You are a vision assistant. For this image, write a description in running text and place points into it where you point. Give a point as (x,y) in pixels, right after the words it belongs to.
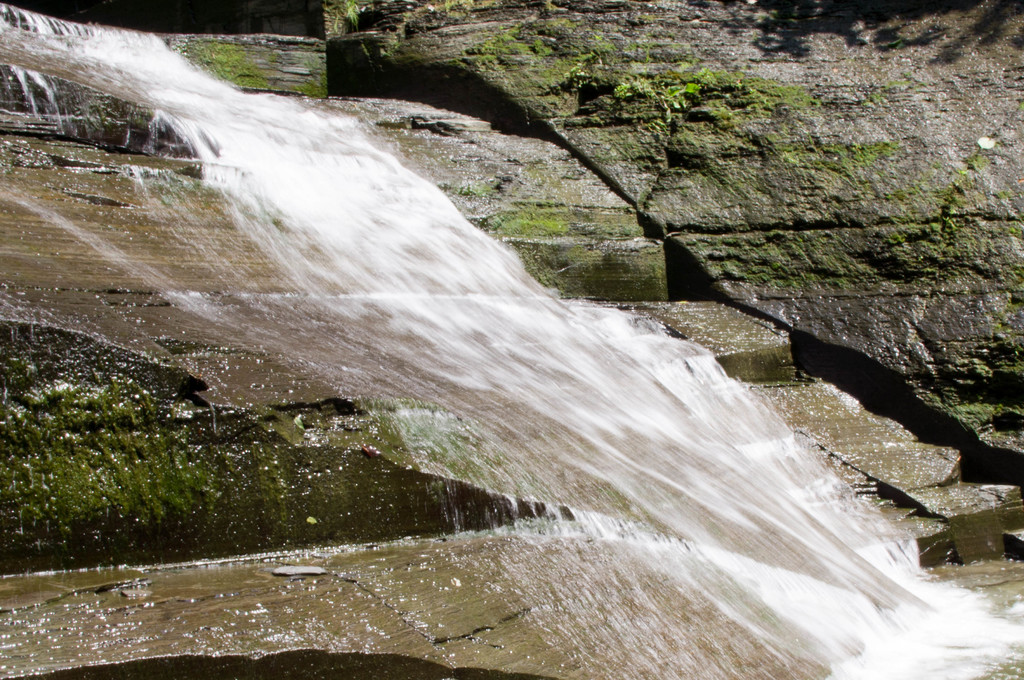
In this image, in the middle (404,377), we can see the water (400,277) which is flowing on the rocks (390,464). In the background (545,111), we can see some rocks (937,169) and ledges (651,274).
